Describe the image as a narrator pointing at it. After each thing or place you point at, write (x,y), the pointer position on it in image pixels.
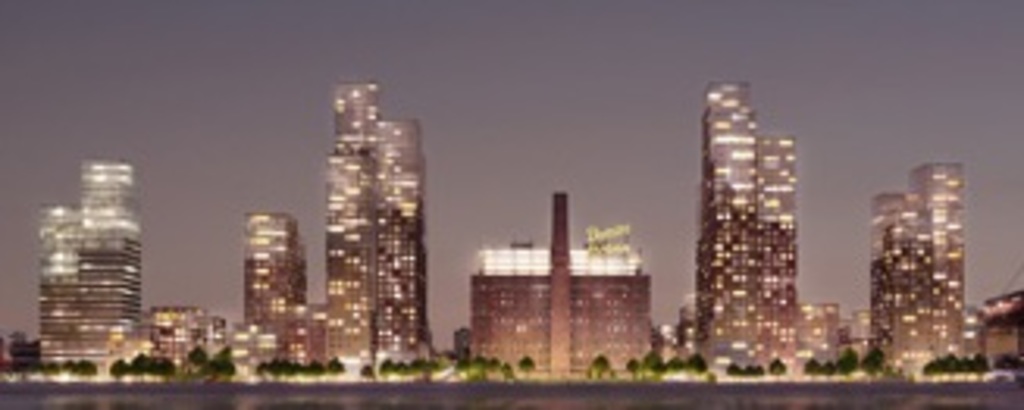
In this picture I can observe buildings (572,289) in the middle of the picture (367,183). In front of the picture there are some trees (480,365) in the bottom of the picture (219,358). In the background (280,114) there is sky (540,75).
